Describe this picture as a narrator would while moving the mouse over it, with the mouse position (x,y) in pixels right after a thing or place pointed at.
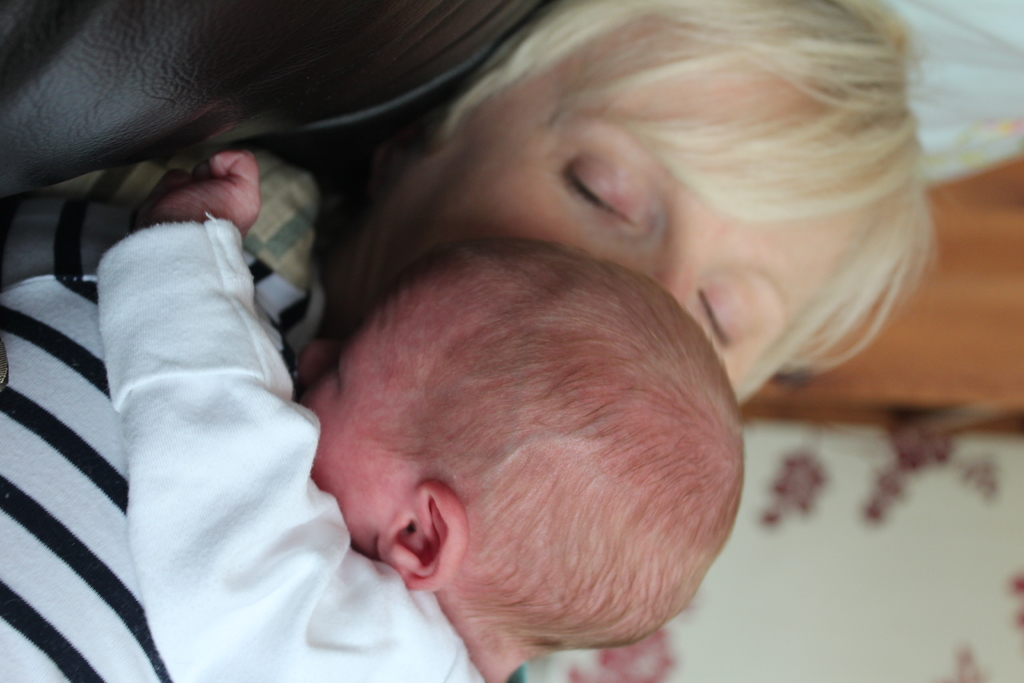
In this image, we can see a person (434,153) and baby (300,478) wearing clothes (285,278). In the background (849,473), image is blurred.
